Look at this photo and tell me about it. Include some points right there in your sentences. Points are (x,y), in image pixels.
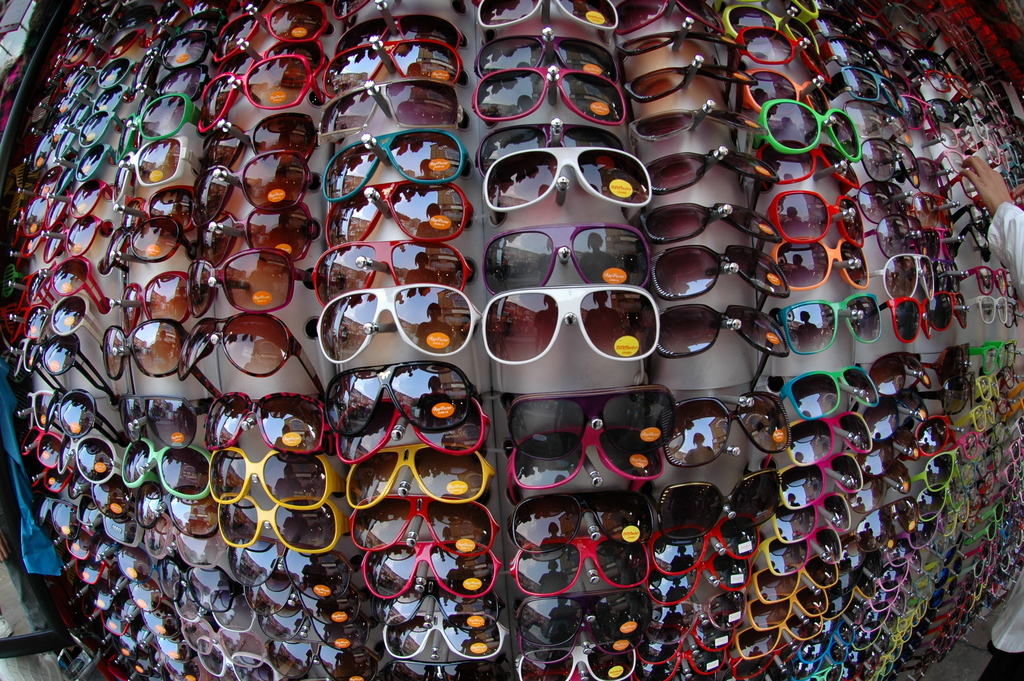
In this picture I can see a bunch of sunglasses (431,178) to the displaying stand (978,257) and I can see a human hand (981,181) picking one of the sunglasses (960,196).
